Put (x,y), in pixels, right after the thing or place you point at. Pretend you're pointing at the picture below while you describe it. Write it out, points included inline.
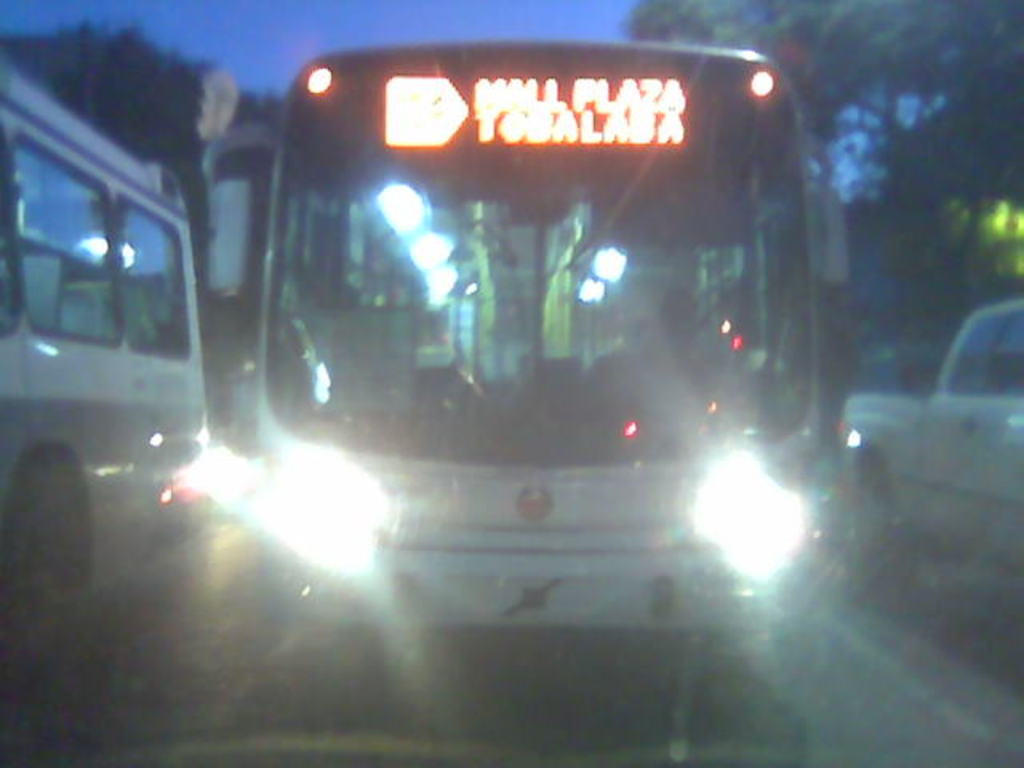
In this image I can see a bus (574,297) in the center of the image (362,280). This is a blurred image I can see other vehicles (130,328) on the road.
